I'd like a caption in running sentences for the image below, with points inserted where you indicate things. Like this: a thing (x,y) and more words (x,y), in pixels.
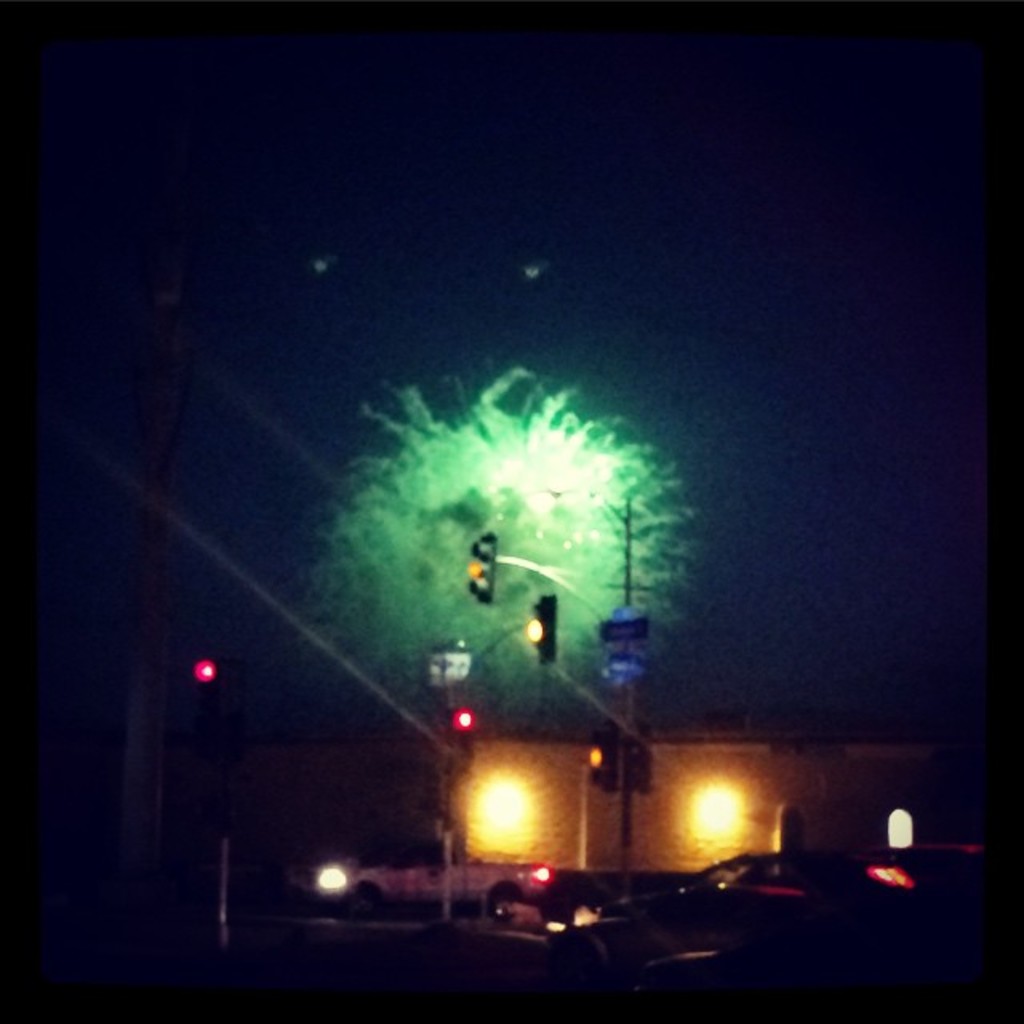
This image is taken during night mode. In this image we can see a building (848,777) and there are vehicles (532,871) passing on the road (355,954). Traffic lights (546,605) are also visible.
